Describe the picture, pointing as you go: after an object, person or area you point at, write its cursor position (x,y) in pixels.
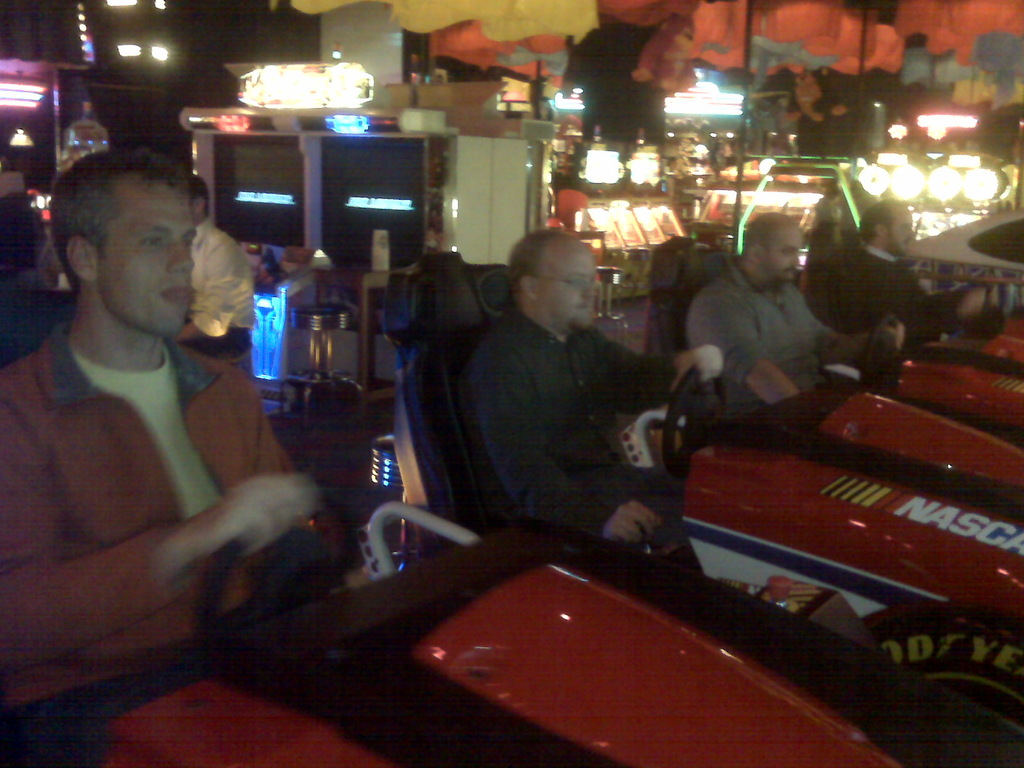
In this image, we can see few people (591,506) are sitting on the seats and playing games. Background (1006,171) we can see screens (419,214), some objects (598,195), lights (900,157), rods (848,171). Top of the image (782,68), we can see orange and yellow color objects (981,7).
